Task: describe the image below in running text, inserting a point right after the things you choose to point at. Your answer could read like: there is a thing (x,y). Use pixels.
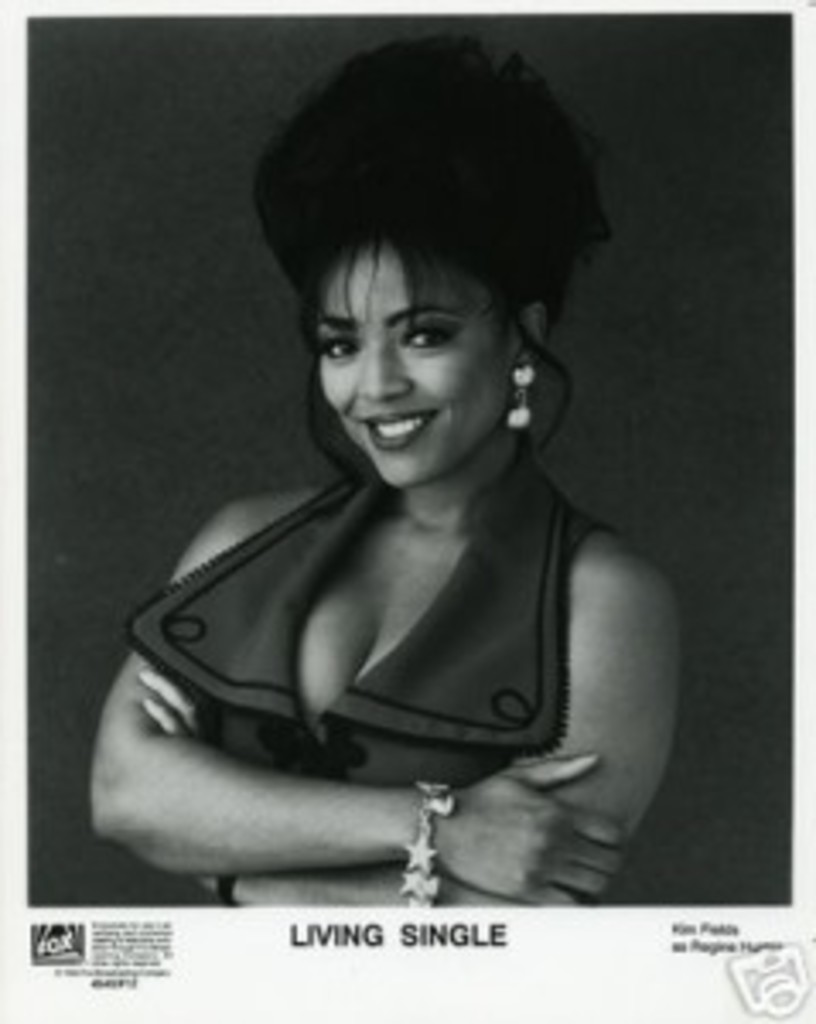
In this image we can see a woman (408,487) and at the bottom (453,929) we can see some text (72,945).
